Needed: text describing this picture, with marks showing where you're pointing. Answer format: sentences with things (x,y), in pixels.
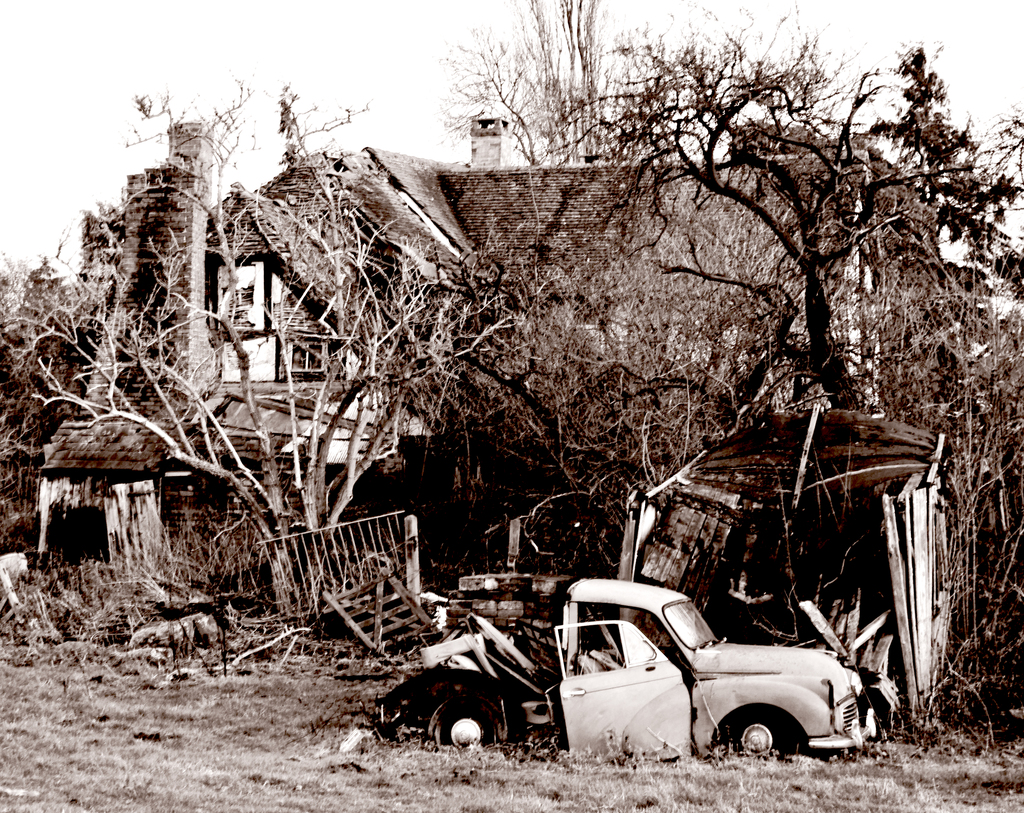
In the picture I can see a broken car (593,650) and there are few wooden objects (786,512), dried trees (616,526) and a house (543,242) which has a chimney (499,131) above it is in the background (548,227).
